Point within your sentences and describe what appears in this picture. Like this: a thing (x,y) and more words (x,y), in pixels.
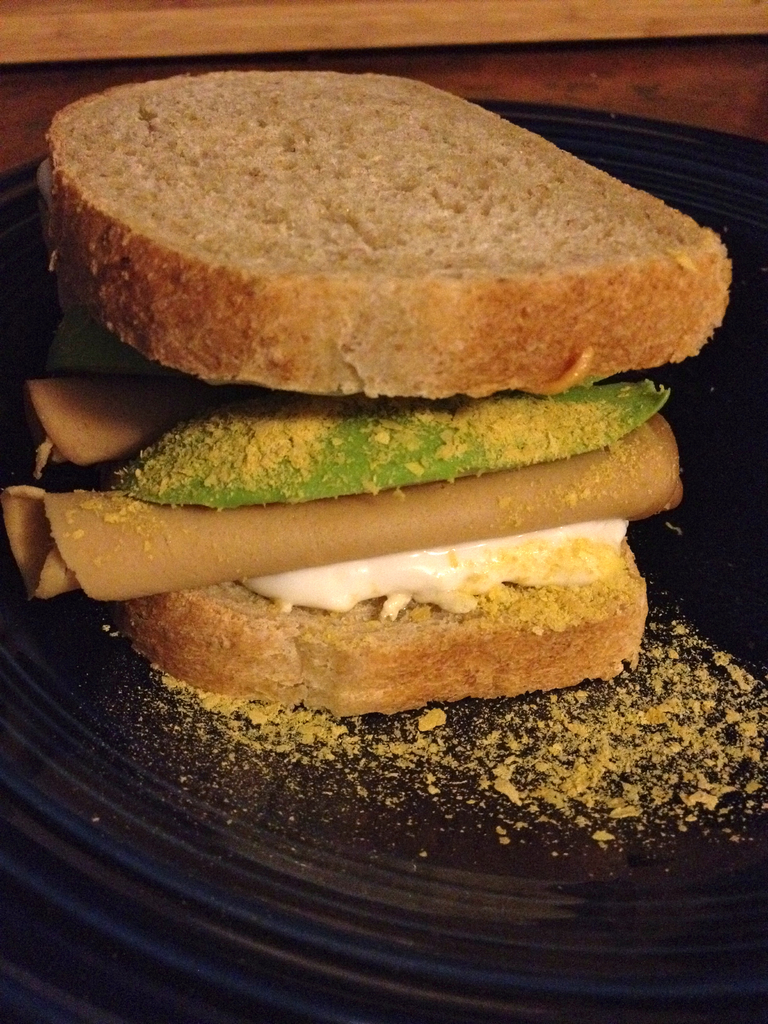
In this image we can see there are some food items (388,594) on the plate (213,891) and we can see the wood (513,67) in the background (258,46).
